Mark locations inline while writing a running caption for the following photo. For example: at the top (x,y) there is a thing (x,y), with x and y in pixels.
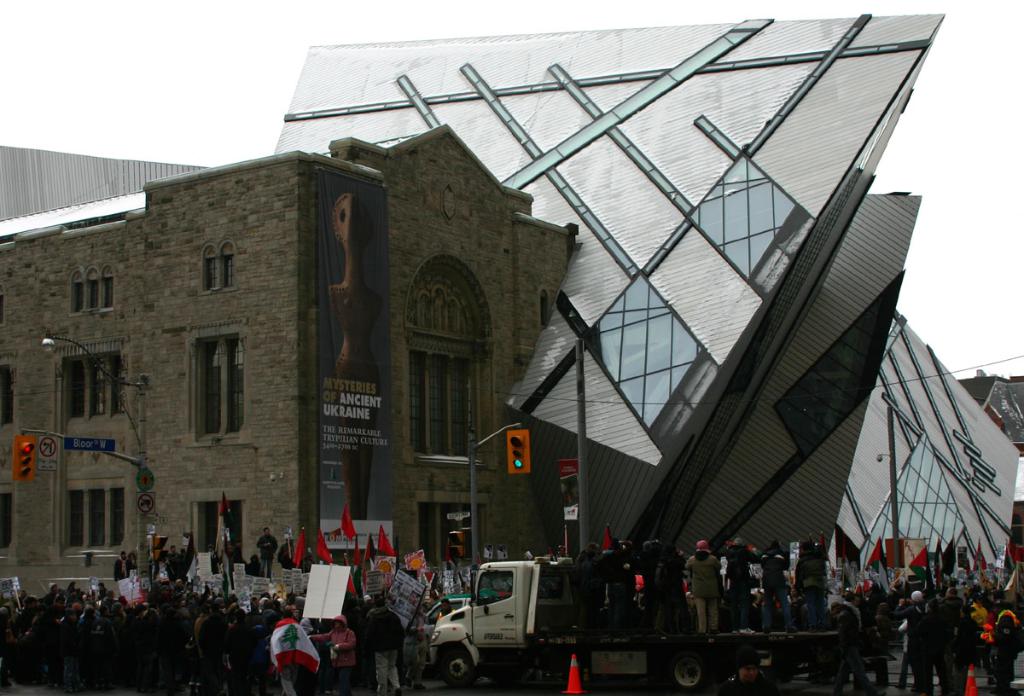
On the left side (326,391) it is a building (424,407), in the middle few people (691,578) are standing on the vehicle (622,637).
